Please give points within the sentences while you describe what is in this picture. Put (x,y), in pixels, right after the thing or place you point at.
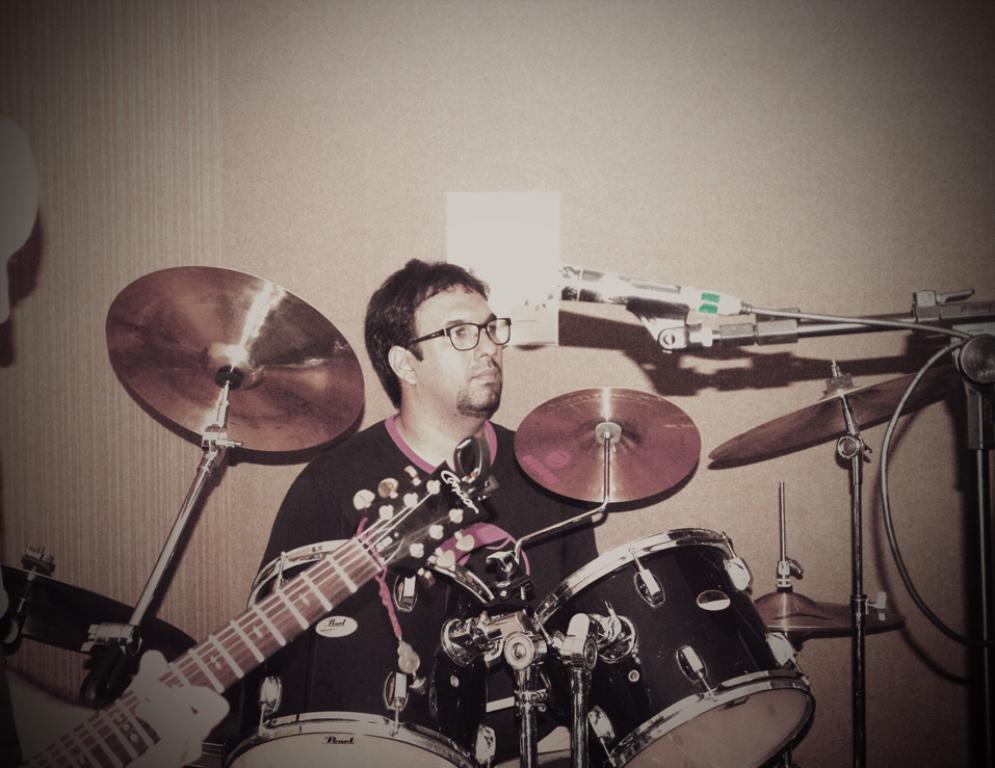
Here I can see a person (342,464) wearing black color dress (369,480) and looking at the right side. In front of him there is drum set (430,691) and a guitar (310,603) are placed. In the background (513,150), I can see a wall (669,146) on which a white color paper (511,217) is attached.
